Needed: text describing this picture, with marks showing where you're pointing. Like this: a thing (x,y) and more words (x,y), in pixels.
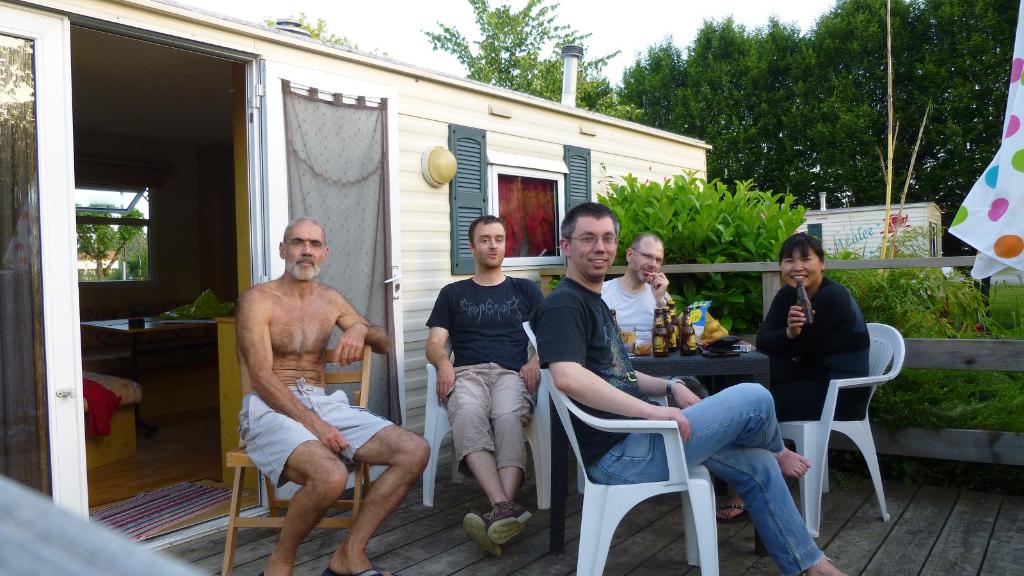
There are five people (576,342) sitting in the chairs (559,412). There is a table (714,366) in the middle (682,362) on which some bottles (667,333) and packets (696,314) were placed. There are plants (748,237) and grass (973,388) here behind the railing (959,346). There is a building (666,154) here. In the background (853,97) there are some trees (711,63) and a sky (678,16).
